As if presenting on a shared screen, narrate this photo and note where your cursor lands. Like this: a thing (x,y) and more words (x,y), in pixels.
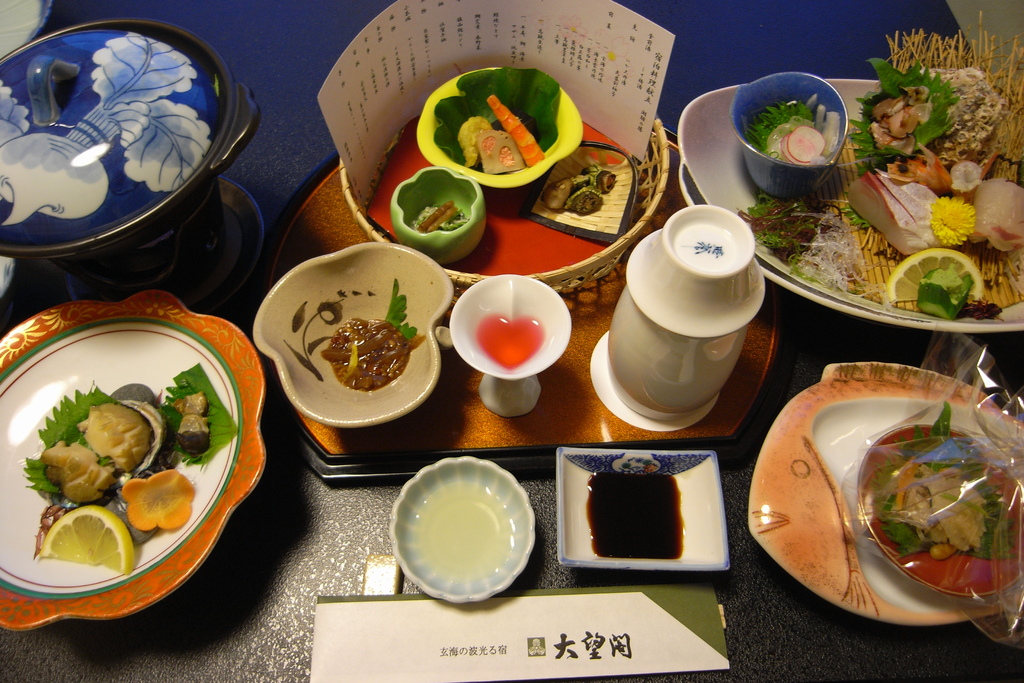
In this image there is a table (283,37) and we can see plates (810,503), bowls (355,408), vessels (114,187), jars (634,383), paper (604,83), board (607,633) and some food (389,369) placed on the table (759,560). We can see sauces (493,540).
